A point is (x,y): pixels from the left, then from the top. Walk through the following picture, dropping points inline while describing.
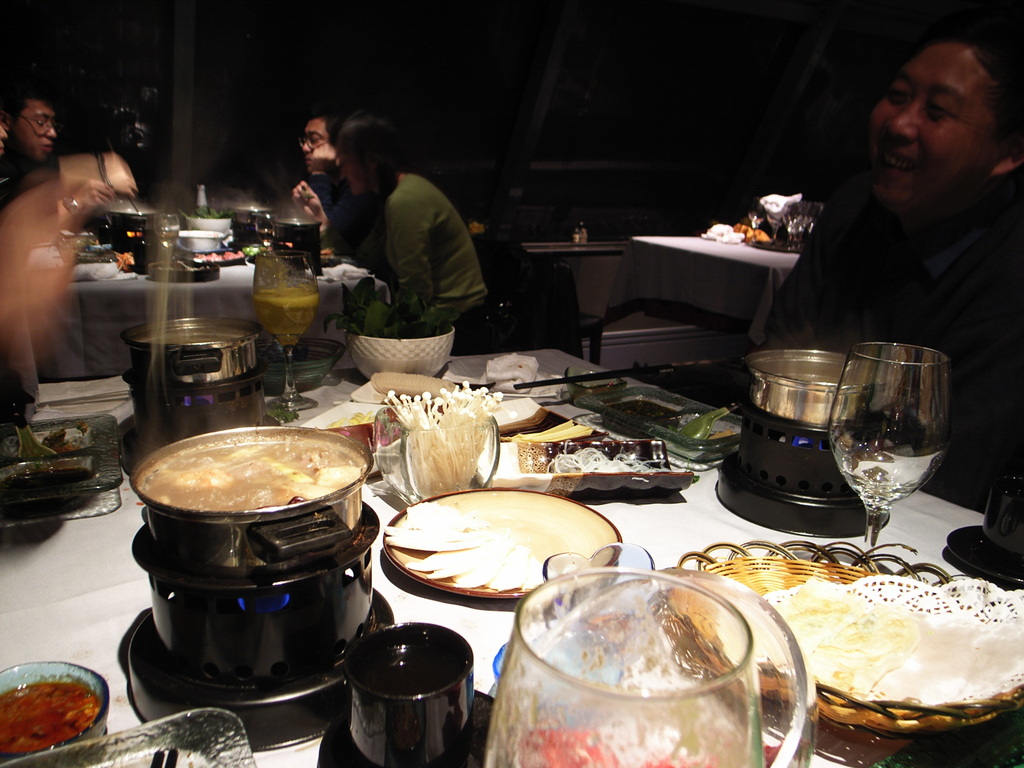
In this image we can see a table (88,616), and above the table (903,531) we can see food materials (430,527) tea cup (449,687) glass (862,460) and food beverages (326,462). On the right side (907,259), we can see a man (958,260) sitting near the table (792,538) and in the left side (213,252), we can see another table (217,235) and another man (65,188). In the middle (487,292) back side two people (400,226) sitting and having food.
